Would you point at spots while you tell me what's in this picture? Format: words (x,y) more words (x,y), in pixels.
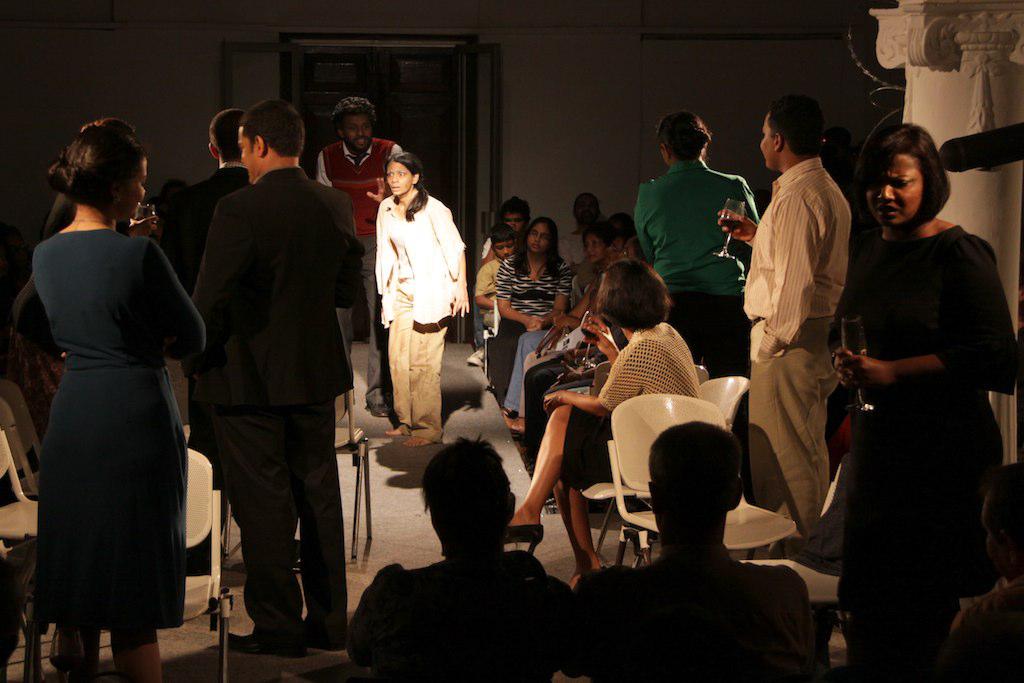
In this image we can see few persons (611,414) are sitting on the chairs (621,497) and few persons (910,389) are standing. In the background (405,134) we can see empty chairs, doors (396,109), wall (610,67) and other objects (1013,110).
